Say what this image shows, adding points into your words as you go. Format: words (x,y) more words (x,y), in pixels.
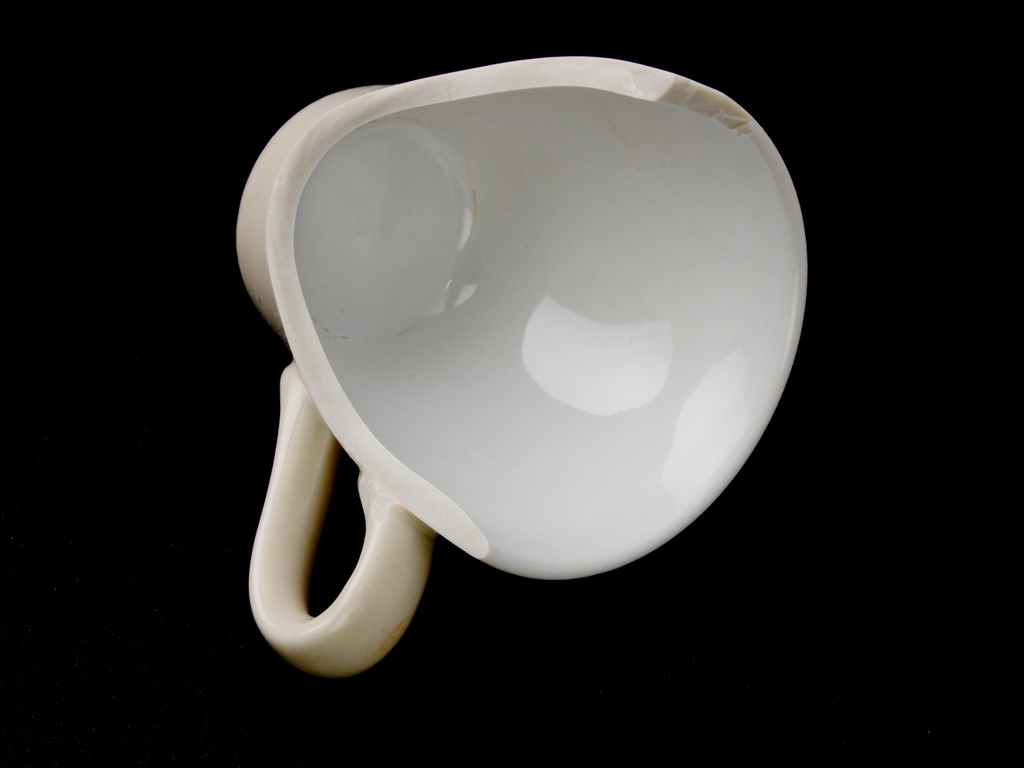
In this image we can see a broken cup (553,339) which is placed on the surface (449,546).
